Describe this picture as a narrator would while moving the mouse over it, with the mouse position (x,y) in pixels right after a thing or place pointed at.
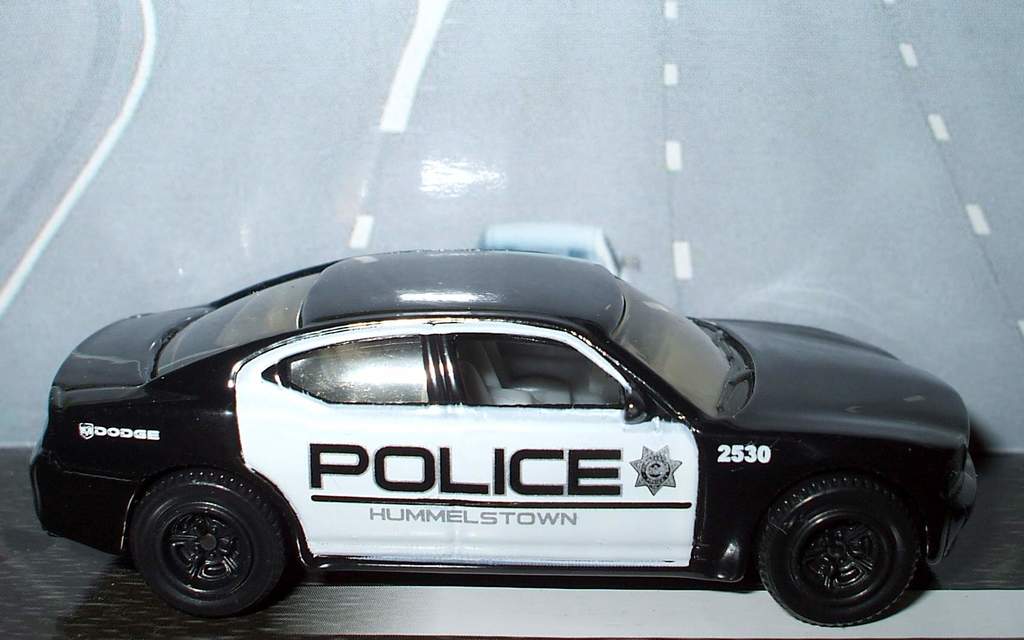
This picture shows a toy police car (401,279) on the table (990,616).
